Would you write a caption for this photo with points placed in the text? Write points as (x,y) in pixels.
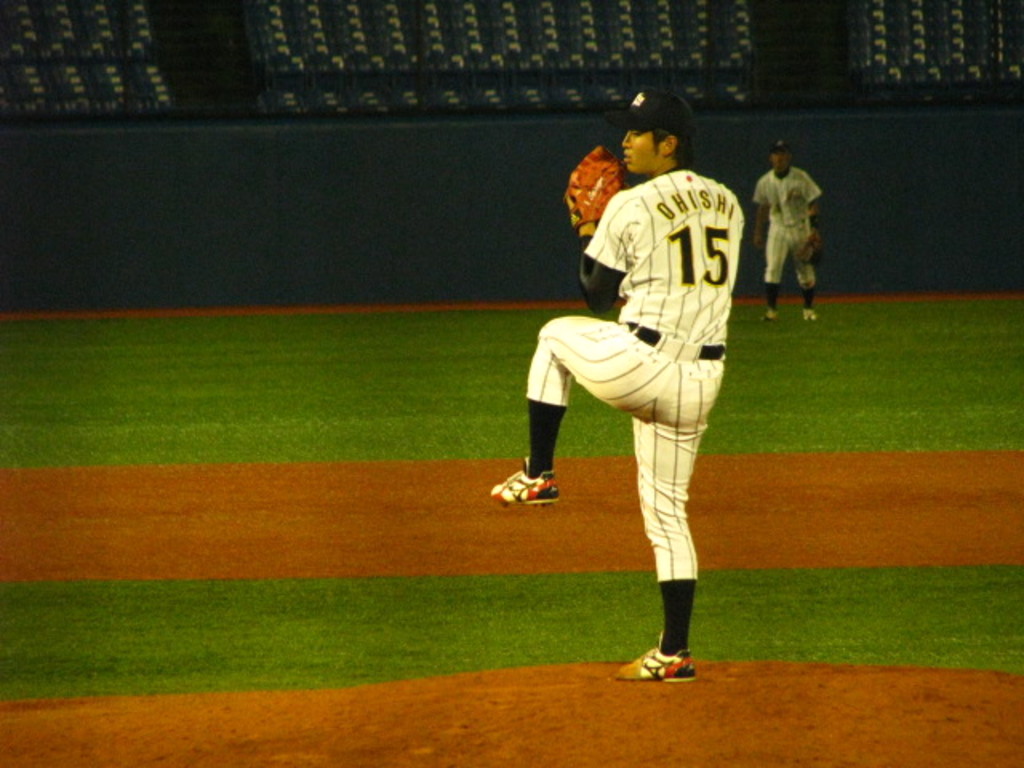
As we can see in the image there is ground (435,305), wall (268,150) and two people (691,416) wearing white color dresses (712,380).
